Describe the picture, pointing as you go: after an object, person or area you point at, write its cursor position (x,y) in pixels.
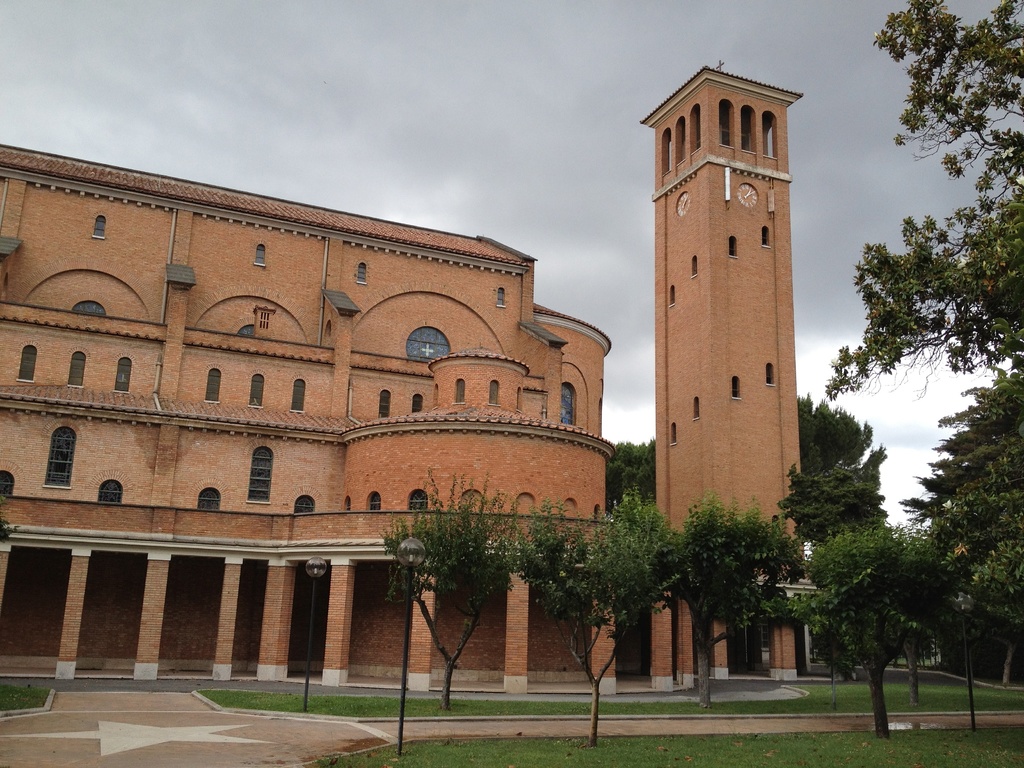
This is an outside view. On the left side (145,538) there is a building (136,362). On the right side (937,465) there are many trees (783,562). On the ground (540,754) I can see the grass (539,759). At the top of the image (356,87) I can see the sky (196,112). Beside the building (343,413) there is a clock tower (733,245).
